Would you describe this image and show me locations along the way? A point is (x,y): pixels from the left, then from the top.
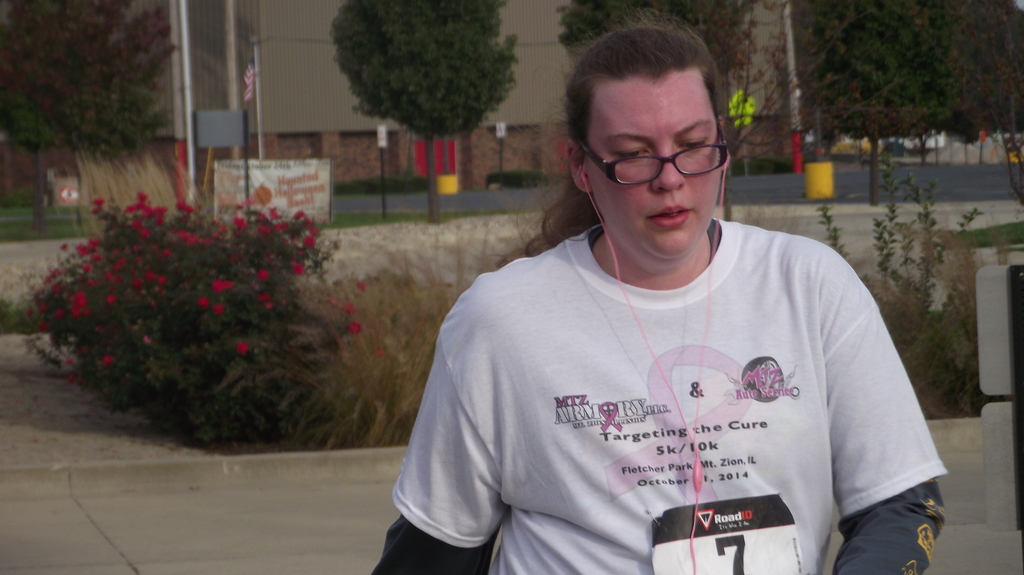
In this image there is a woman (653,388) in the front (634,415) wearing a white colour t-shirt (616,442) with some text (743,442) written on it. In the background (253,286) there are plants (276,286), trees (419,110), and there are buildings (274,128).
